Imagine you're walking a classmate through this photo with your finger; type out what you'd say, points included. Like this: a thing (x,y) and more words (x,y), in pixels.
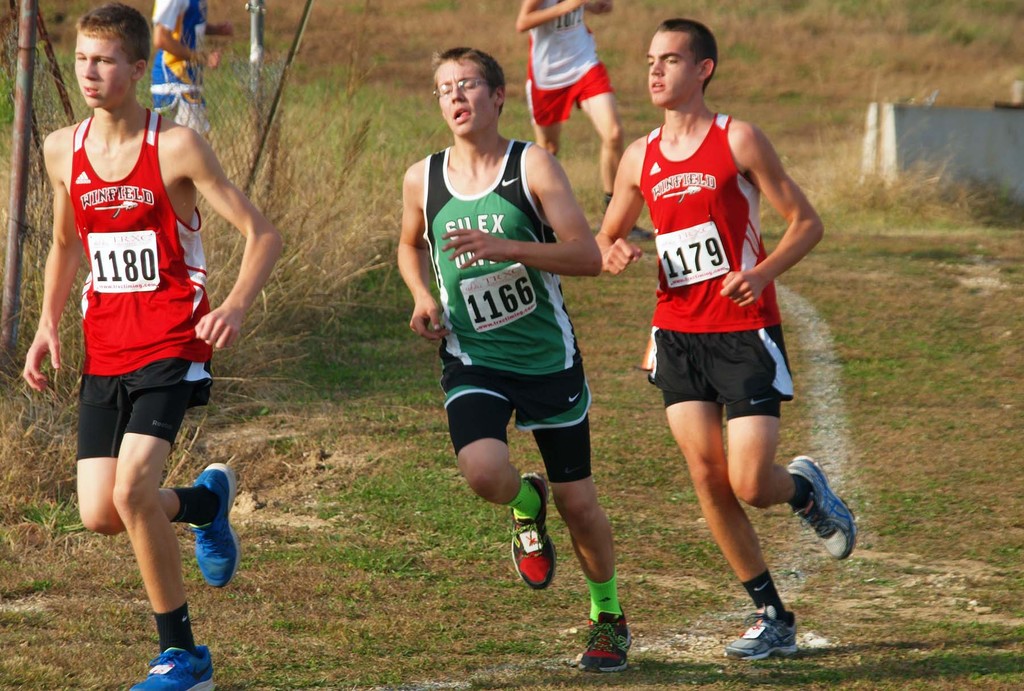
In this image we can see a group of people (598,85) wearing dress (431,188) are running on the ground (568,628). One person (559,397) is wearing spectacles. On the left side of the image (237,128) we can see a fence (213,133), group of poles (19,112). In the background (305,202), we can see grass (275,278) and some blocks (940,132) placed on the ground (911,194).
